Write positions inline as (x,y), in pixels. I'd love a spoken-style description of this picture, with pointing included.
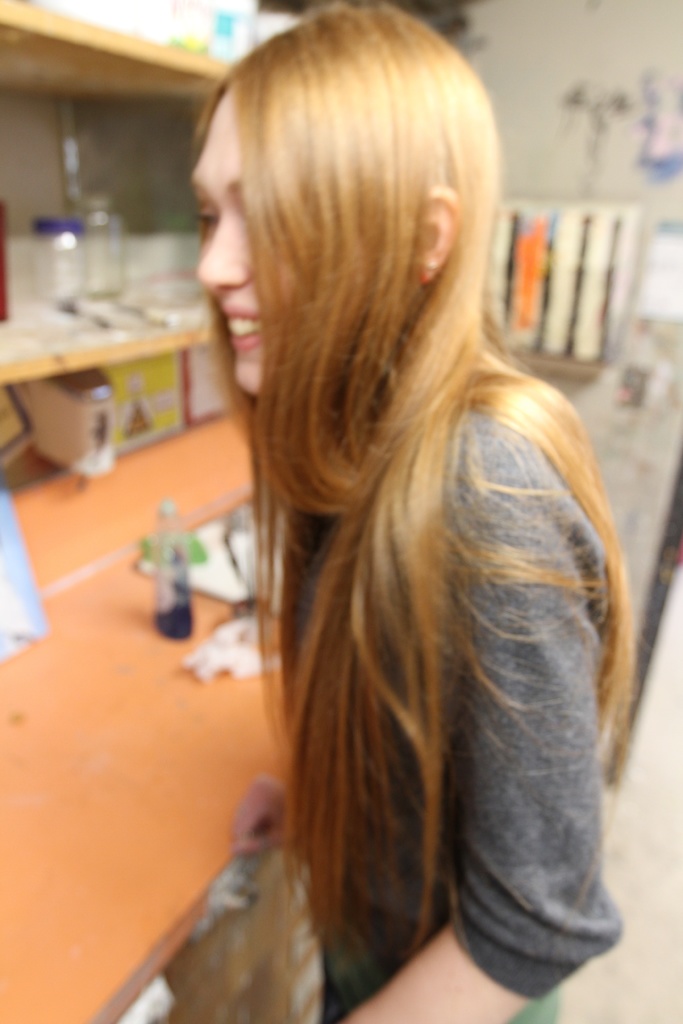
Here we can see a woman (429,225) standing and laughing, there table (6,763) in front of her and a bottle (163,510) present on it and there is a rack (142,345) and jars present on them.
